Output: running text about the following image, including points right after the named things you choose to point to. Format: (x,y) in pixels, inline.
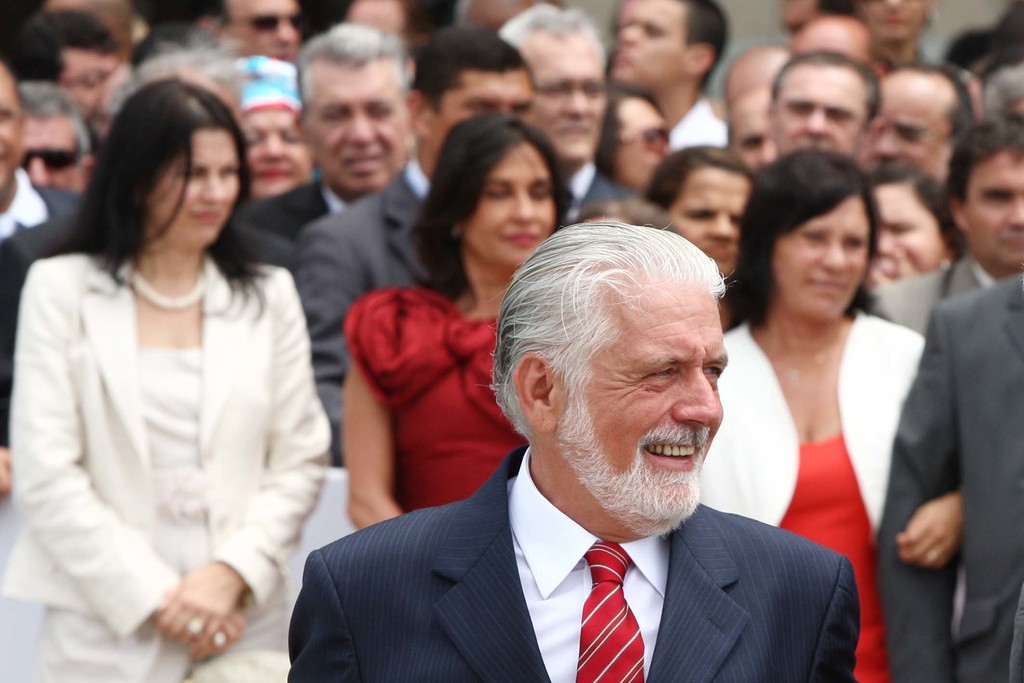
In this image, we can see people (358,397) and some are wearing coats (285,238) and one of them is wearing a cap (269,94).
